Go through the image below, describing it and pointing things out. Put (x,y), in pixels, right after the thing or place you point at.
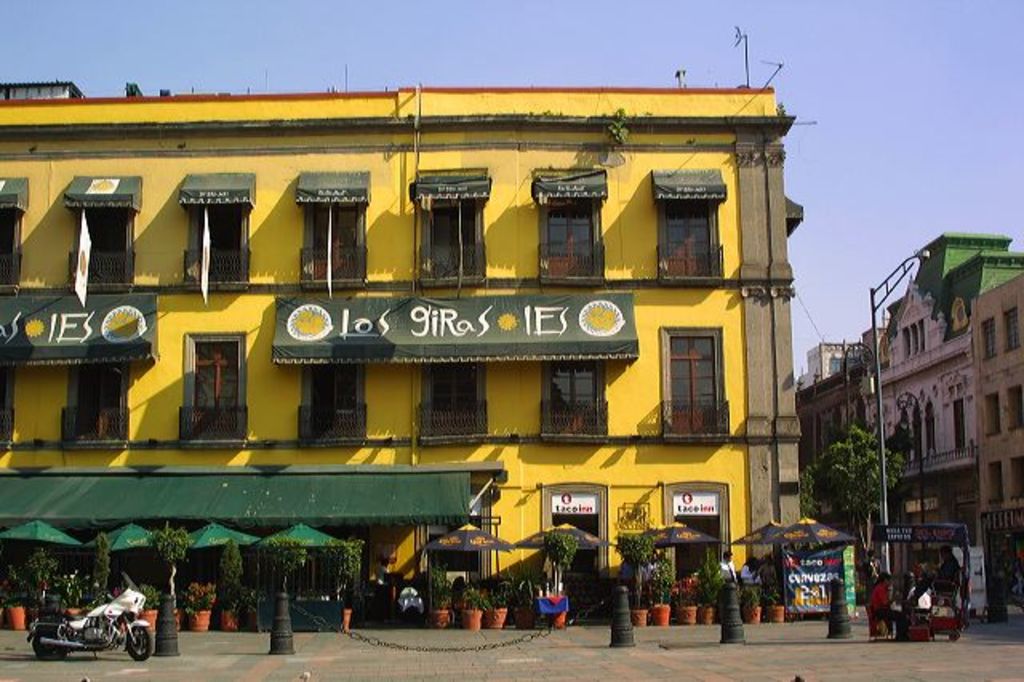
In this image there are buildings (716,415), in front of the building (441,452) there are trees (353,549), plant pots (715,582) and few people (734,574) are standing and there is a bike (134,624) parked, beside the bike (77,640) there are safety cones (283,604). On the right side of the image (915,570) there is a camp (893,529) and few persons (906,595) are standing. In the background (891,60) there is a sky (891,60).
